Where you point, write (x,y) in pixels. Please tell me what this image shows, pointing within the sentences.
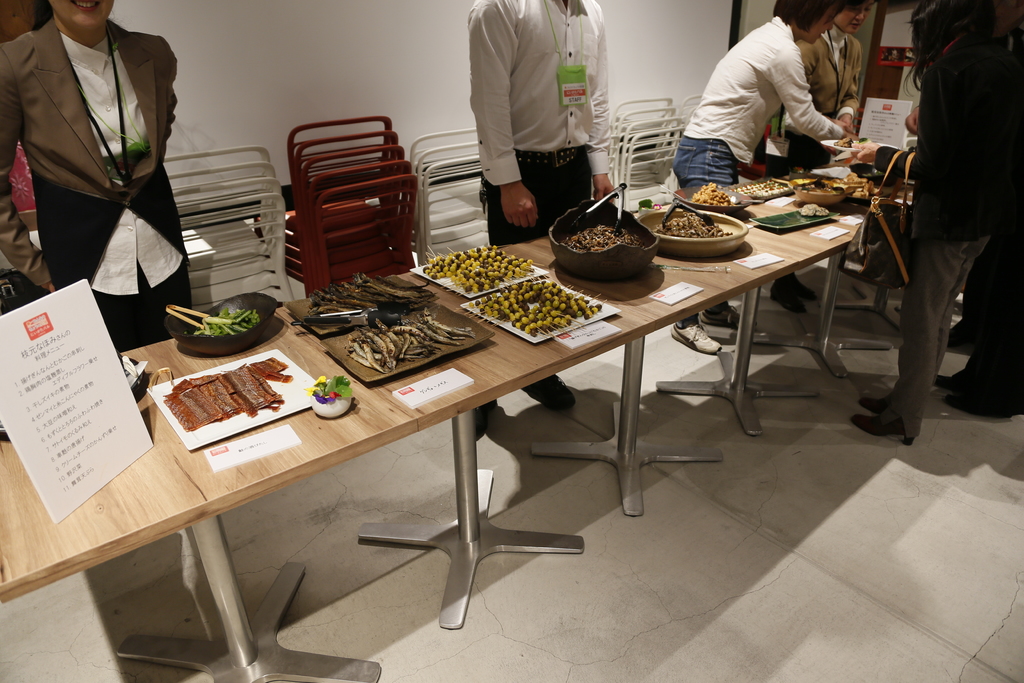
In this image, we can see a table (832,281), on that table (175,531), we can see some objects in the containers (517,332). We can see some people (736,123) standing, we can see some chairs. In the background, we can see the wall (373,17).
